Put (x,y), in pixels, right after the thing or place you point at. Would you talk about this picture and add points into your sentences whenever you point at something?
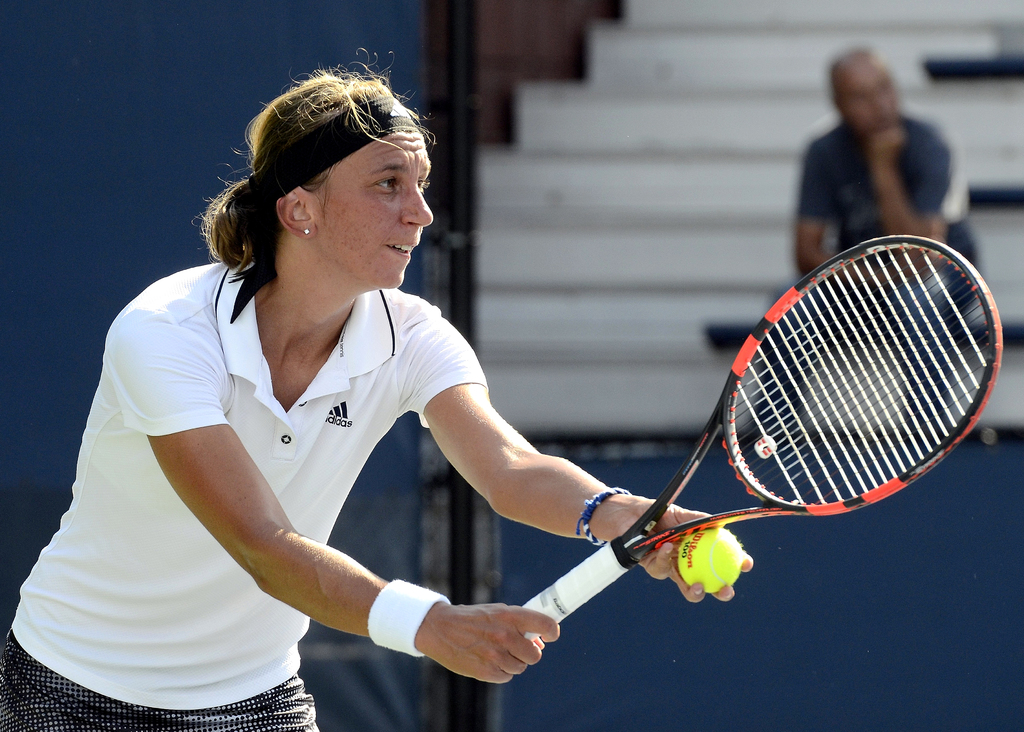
In this image there is a person (23,672) standing and holding a tennis racket (963,257) and a ball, and in the background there is another person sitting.
